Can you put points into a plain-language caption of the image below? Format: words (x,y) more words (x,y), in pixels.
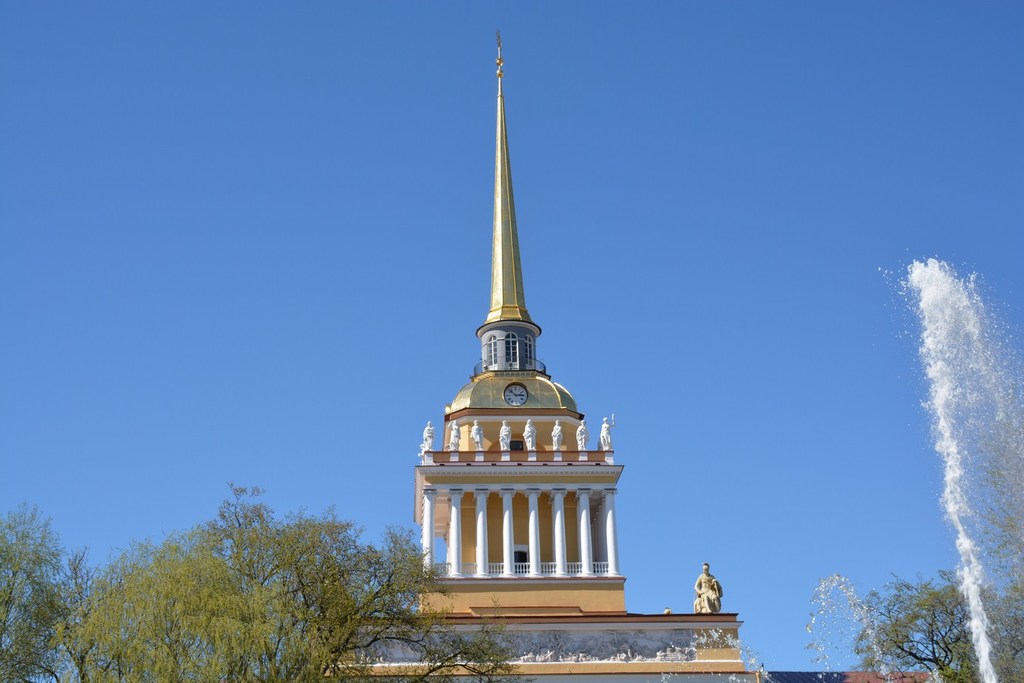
In the foreground of this image (334,626), there are trees (74,609) and water (982,592) in the air (749,642). In the background (527,494), there is a building (489,410) and the sky (290,155) on the top (290,155).
